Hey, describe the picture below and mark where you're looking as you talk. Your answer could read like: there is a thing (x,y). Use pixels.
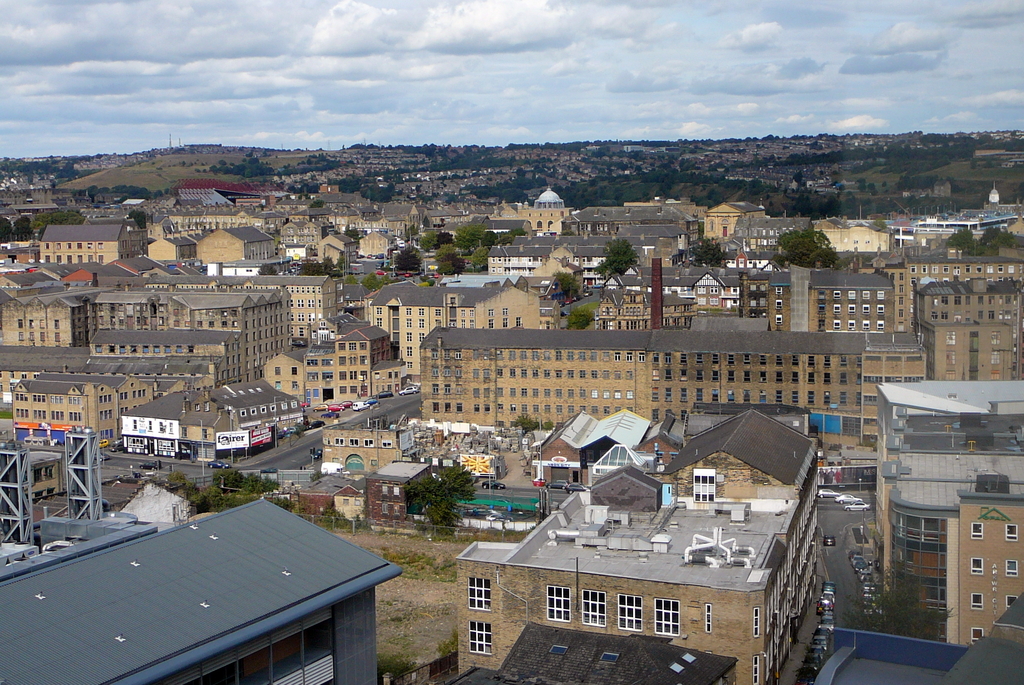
In this image, we can see so many buildings (748,397), walls (489,566), windows (780,623), roads (853,587), vehicles (825,607), trees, poles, roofs (248,627), banners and few objects (12,543). Top of the image (526,87), there is a cloudy sky (626,73).
